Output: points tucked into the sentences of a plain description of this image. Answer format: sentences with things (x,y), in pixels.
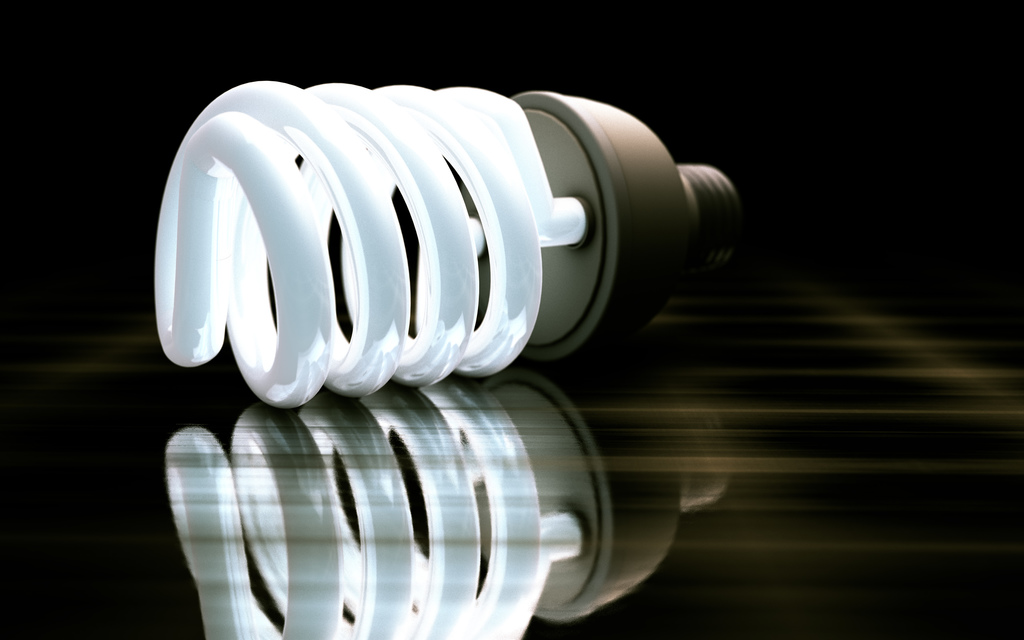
In the foreground (484,155) I can see a CFL bulb (628,256) on the floor (723,325). This image is taken may be during night.
